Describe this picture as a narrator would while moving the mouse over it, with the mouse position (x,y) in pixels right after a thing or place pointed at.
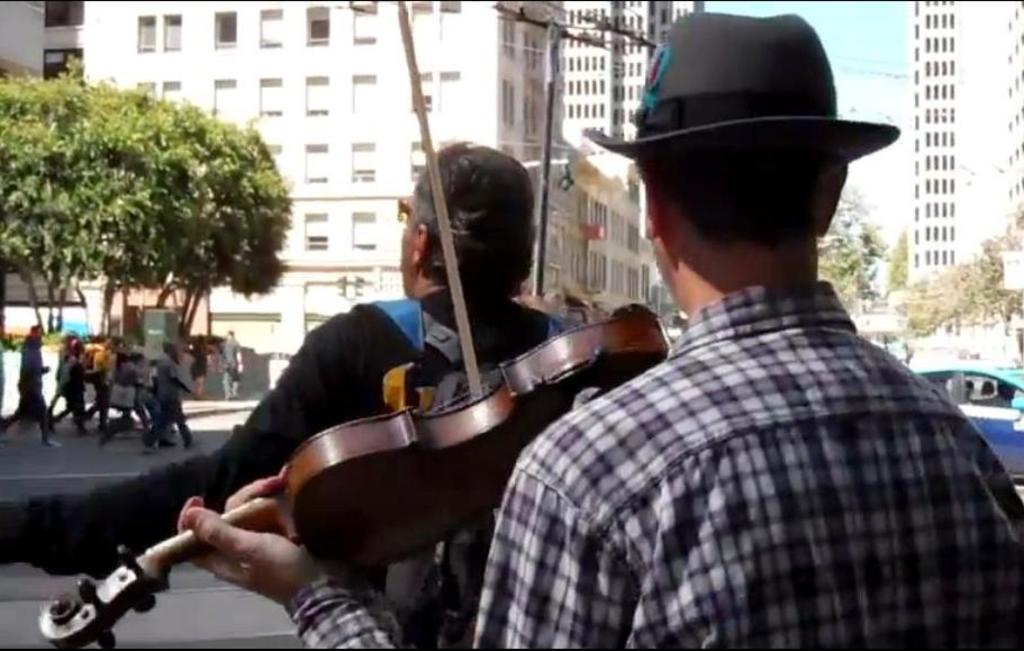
In this image, There is a person (694,390) standing and playing a violin (405,472). There is a person (349,348) who is standing in front of this person (640,419) and wearing bag (439,336). There are some persons (93,385) walking on the road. There is a building (370,114) and tree (177,176) in front of this person (344,314). There is a sky (866,23) and car (943,377) in front of this person (761,223). This person (805,368) is wearing hat (795,71) on his head (770,151). There is pole (549,116) in front of this person (686,482).
